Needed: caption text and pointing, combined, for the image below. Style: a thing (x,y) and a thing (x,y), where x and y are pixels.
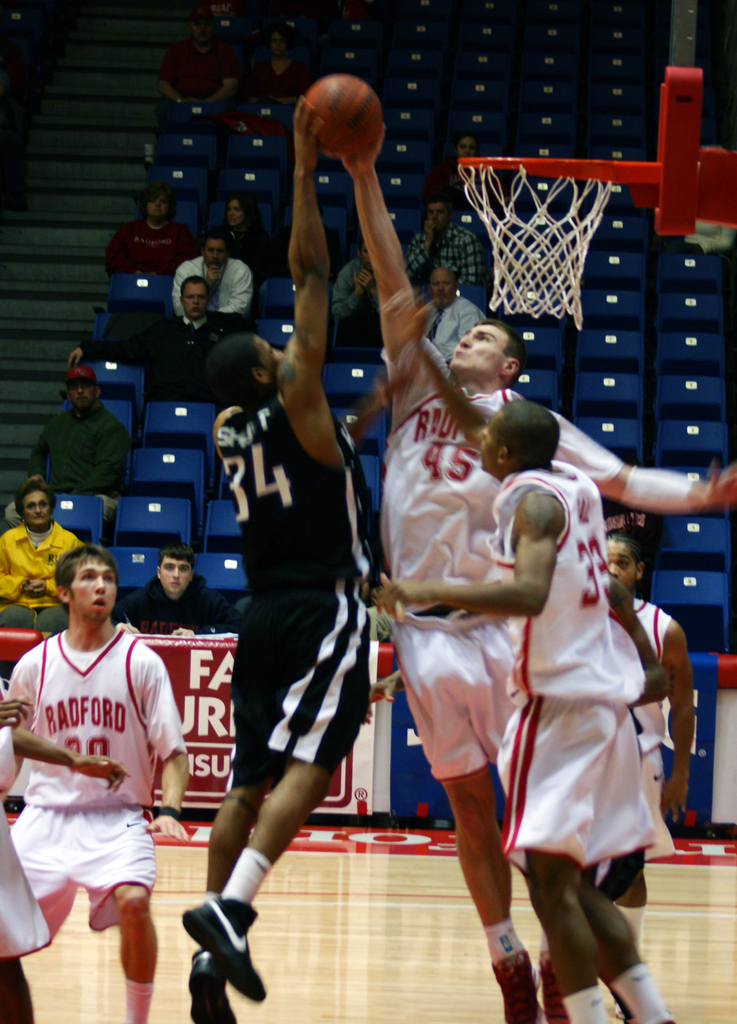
In the foreground of this image (324,541), there are few persons (317,632) playing basket in the court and in the background (114,473), there are chairs (207,145), stairs (151,132), and few persons (199,308) sitting.
